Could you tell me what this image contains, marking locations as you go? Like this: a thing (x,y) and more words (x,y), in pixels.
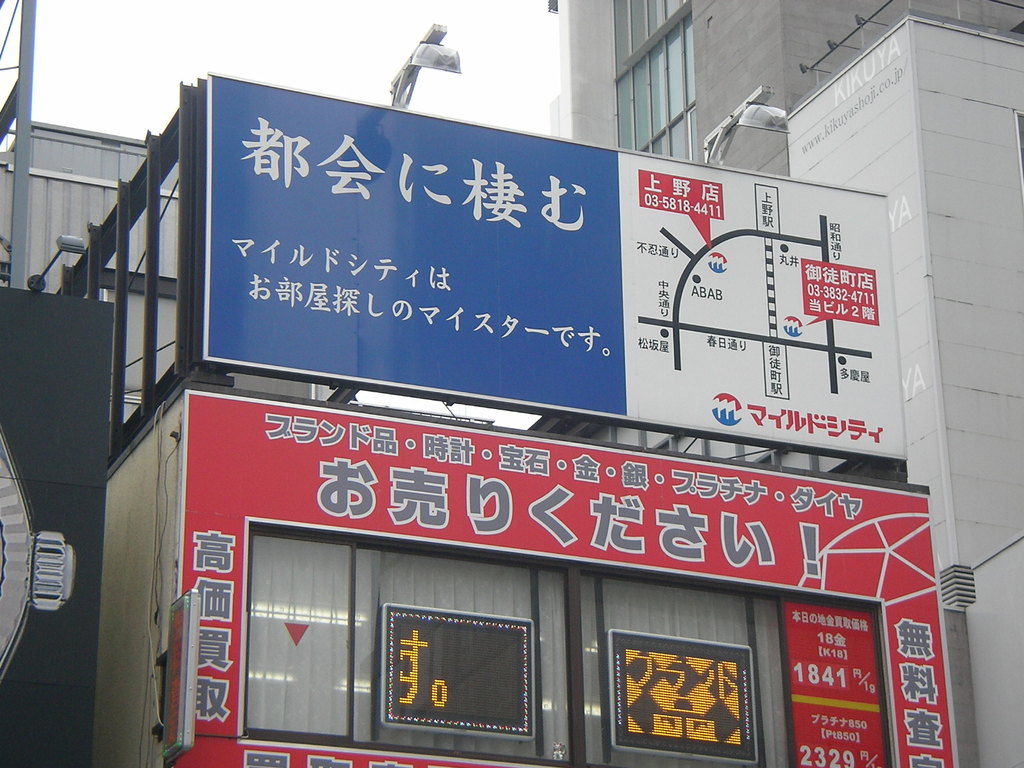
In this image we can see some buildings (129,493), name boards (417,500), lights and other objects (6,472). In the background of the image (291,19) there is the sky (291,48).
